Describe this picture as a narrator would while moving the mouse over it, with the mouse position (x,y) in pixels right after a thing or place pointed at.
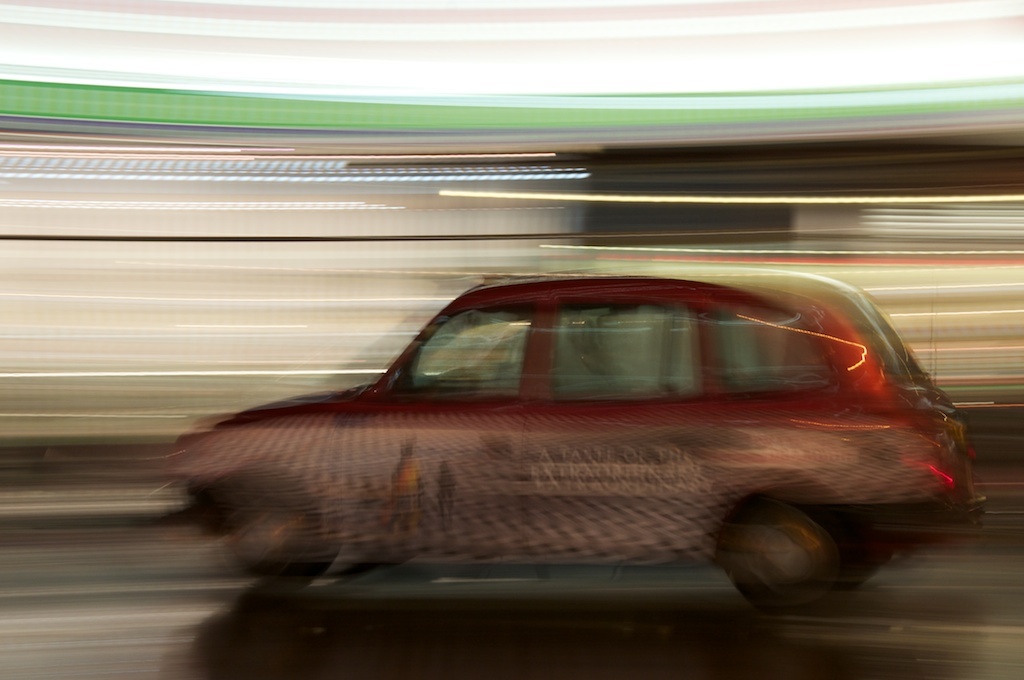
In this image there is a car (378,471) passing on the road (127,581).
